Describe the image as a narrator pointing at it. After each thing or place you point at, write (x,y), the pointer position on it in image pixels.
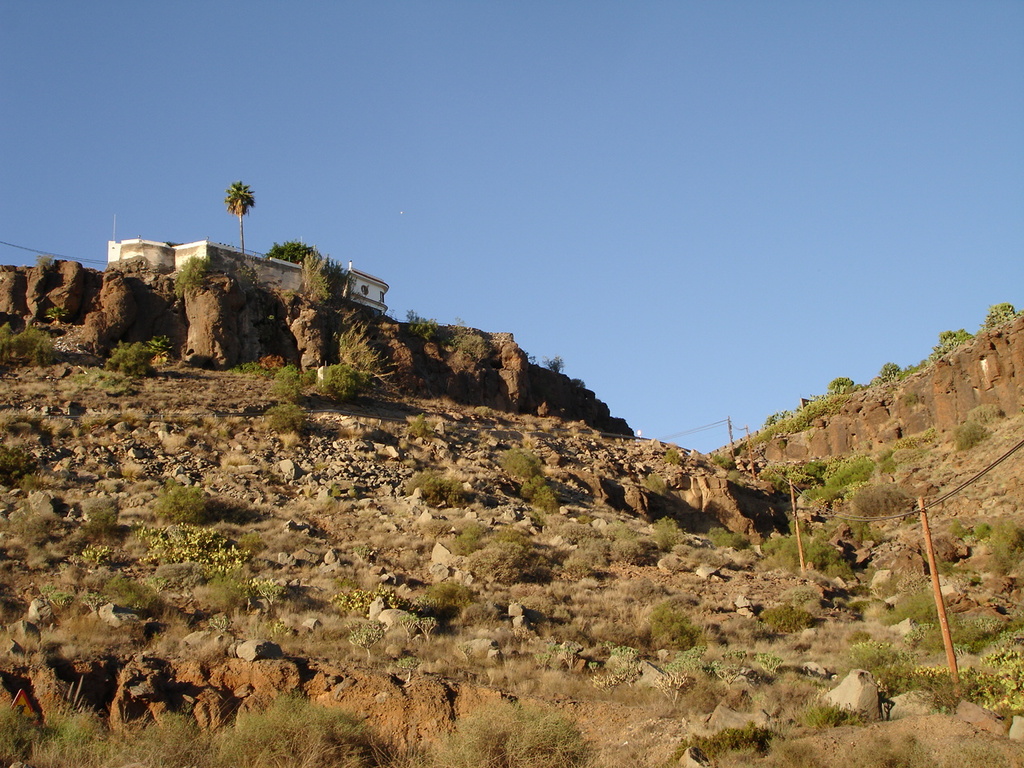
In this image I can see there is a mountain (738,579) and there is a building (279,268) on the cliff (284,309) and there are few plants (519,599), trees (234,202), rocks (403,489) and the sky (270,186) is clear.
